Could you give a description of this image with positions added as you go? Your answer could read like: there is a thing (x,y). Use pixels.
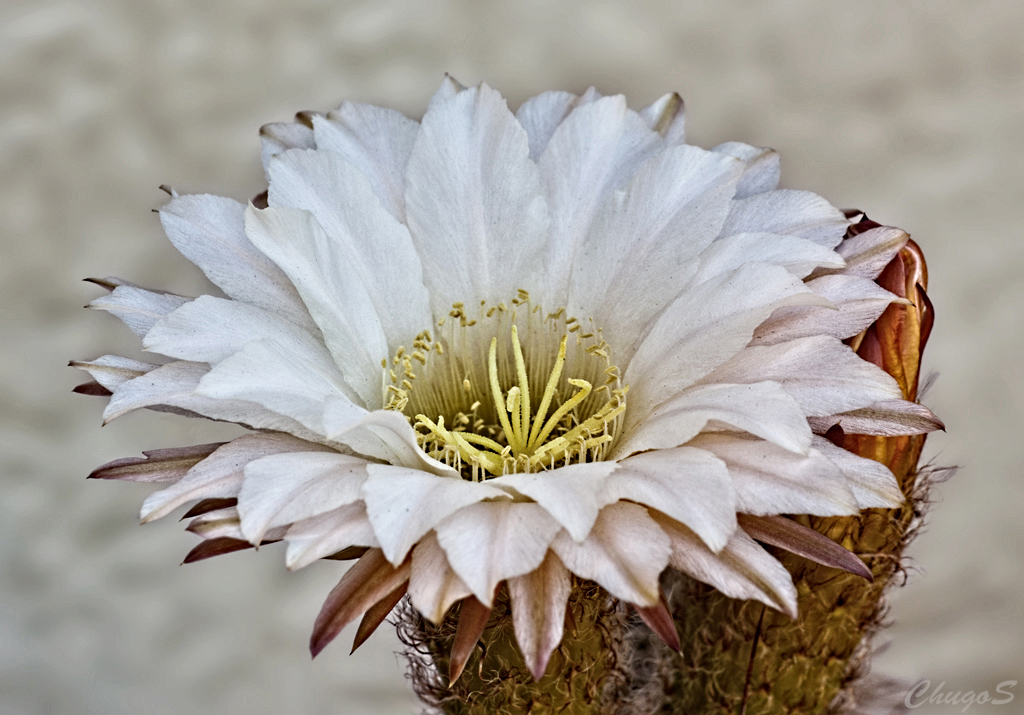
In the foreground of this image (624,362), there is a white color flower (781,381) and it seems like it is to a plant (683,658) and the background (68,604) image is blur.
